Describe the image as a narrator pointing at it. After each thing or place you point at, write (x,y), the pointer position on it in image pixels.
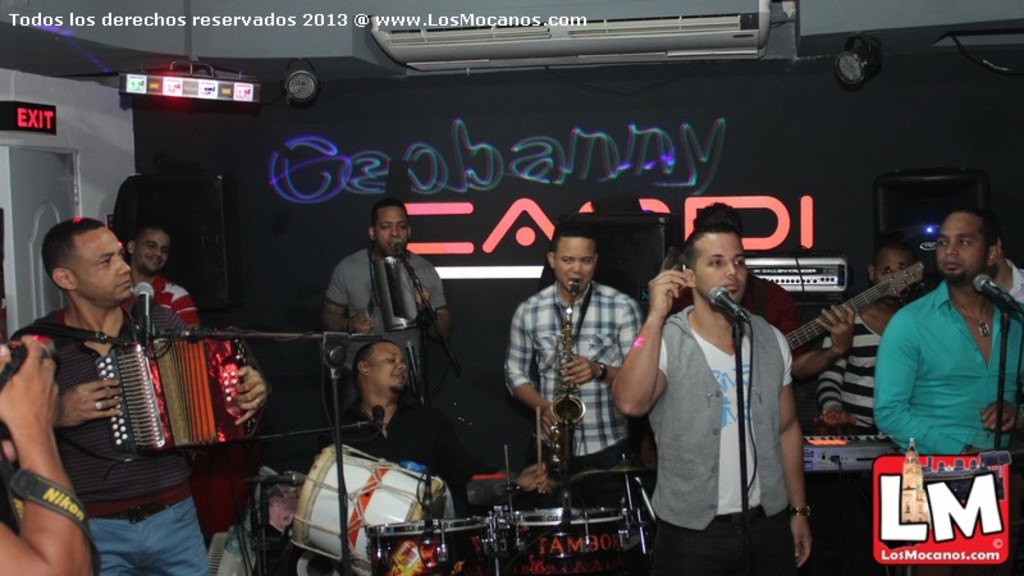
In this picture there are group of people (934,304) who are playing musical instruments (149,409). There is a door (31,181), an object (198,72) and air conditioner (437,64) to the wall (558,73).
